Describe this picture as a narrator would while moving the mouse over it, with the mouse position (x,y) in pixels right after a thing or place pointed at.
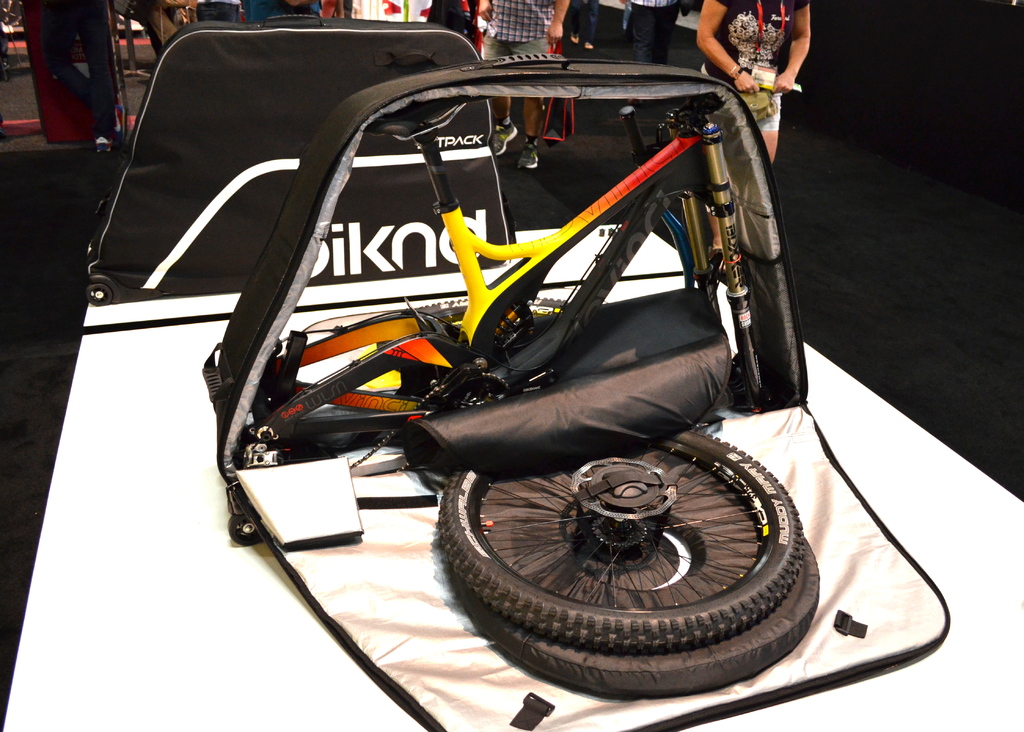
There is an expo (169,278) of some vehicle (555,633) and behind the vehicle (578,614) many people (64,19) were standing.
